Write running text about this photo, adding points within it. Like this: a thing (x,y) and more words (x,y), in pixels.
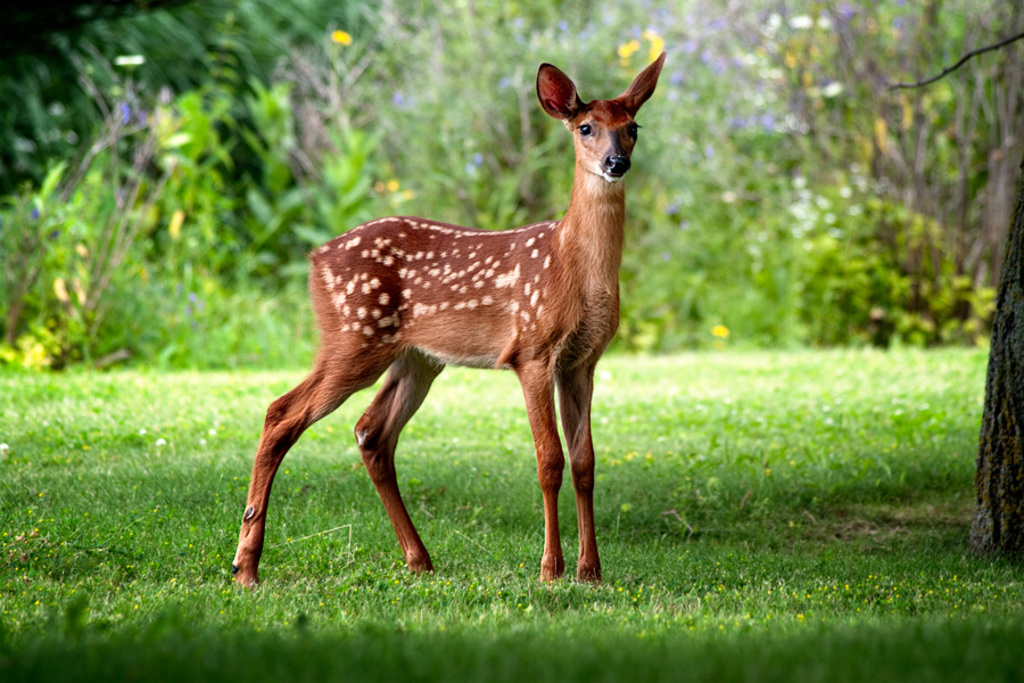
This is an outside view. Here I can see a deer (499,306). At the bottom of the image (340,645) I can see the grass (238,654). In the background (401,81) there are some plants (279,117) and trees (139,25). On the right side (1009,410), I can see a tree trunk (1008,365).
